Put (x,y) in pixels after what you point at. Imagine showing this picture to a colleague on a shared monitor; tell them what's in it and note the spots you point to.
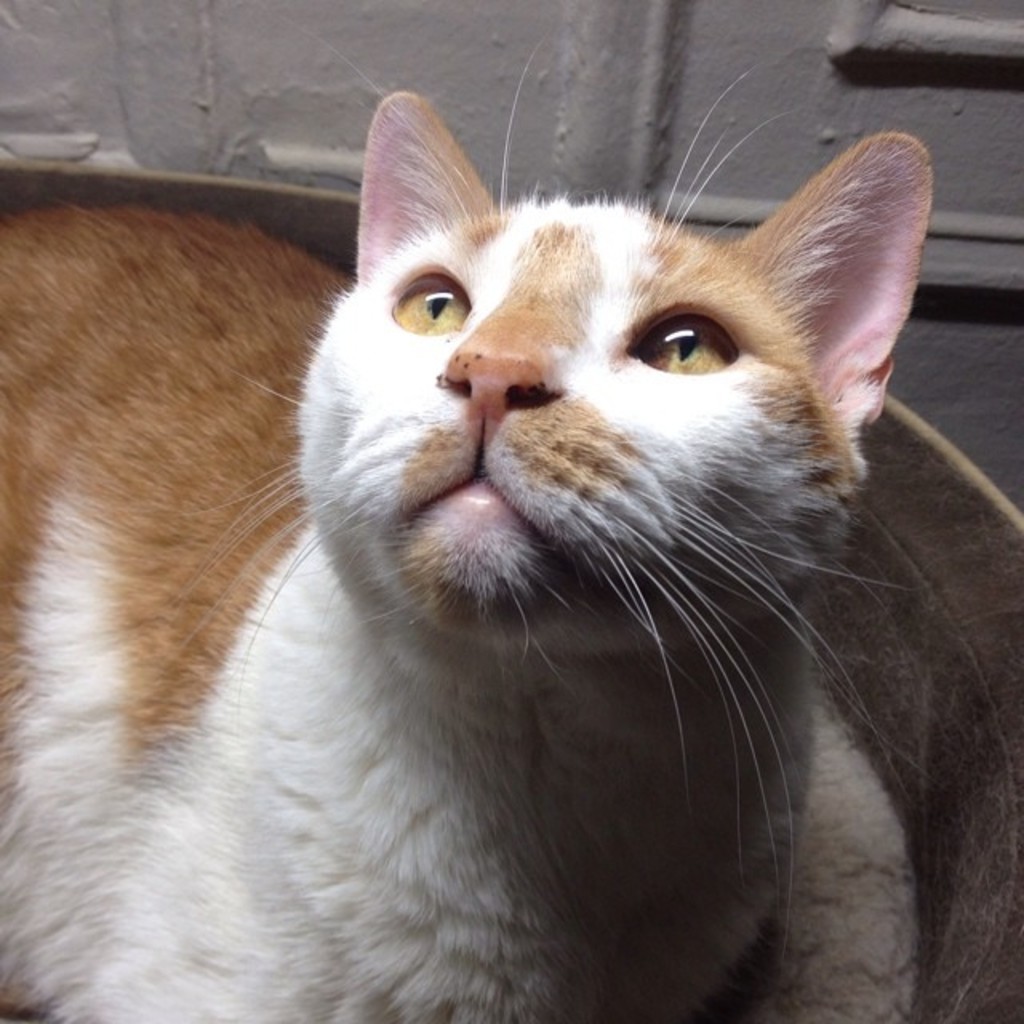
In the image there is a cat (379,416), it is looking upwards.
